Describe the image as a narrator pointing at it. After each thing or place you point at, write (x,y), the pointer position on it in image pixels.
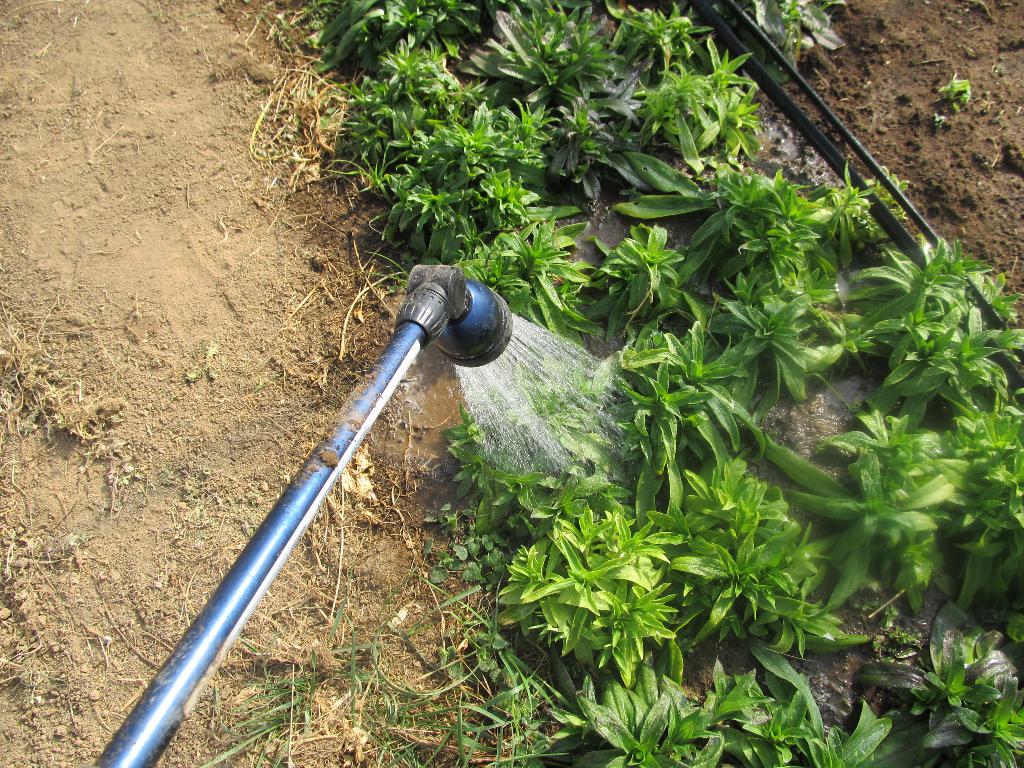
In this image I can see plants (591,508), grass (455,672), some object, water (540,394) and a gardening tool (274,571) on the ground (365,561). This image is taken may be during a day.
